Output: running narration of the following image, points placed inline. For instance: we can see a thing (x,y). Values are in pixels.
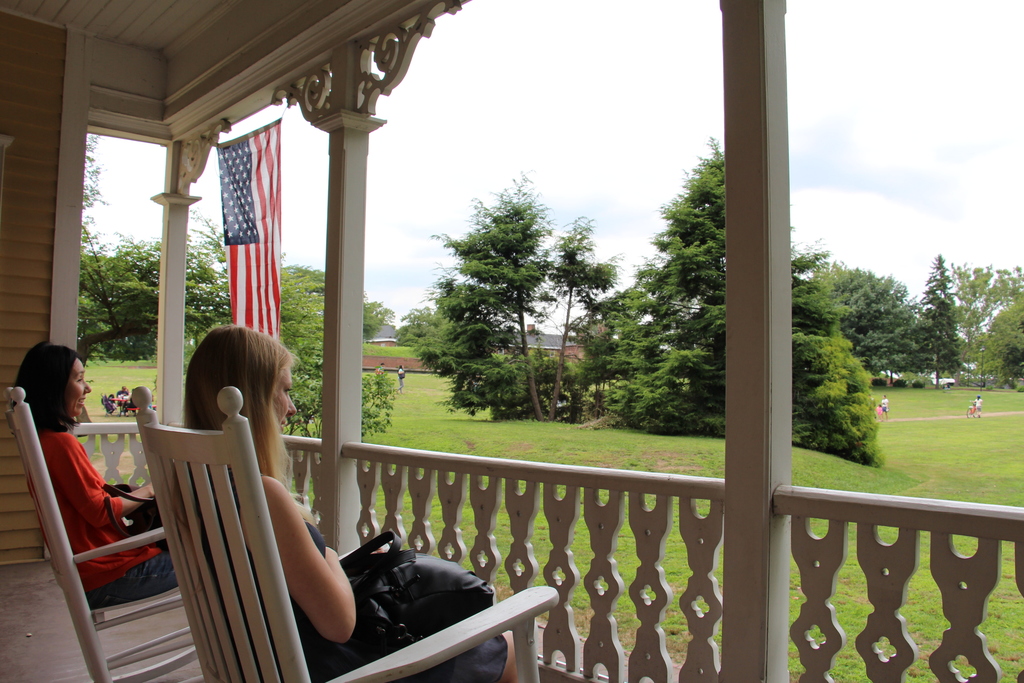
In this picture we can see two persons (482,661) are sitting on the chairs (287,658). This is grass (584,443) and there are trees (722,358). Here we can see a flag (268,211). On the background (559,126) there is a sky (584,85).
